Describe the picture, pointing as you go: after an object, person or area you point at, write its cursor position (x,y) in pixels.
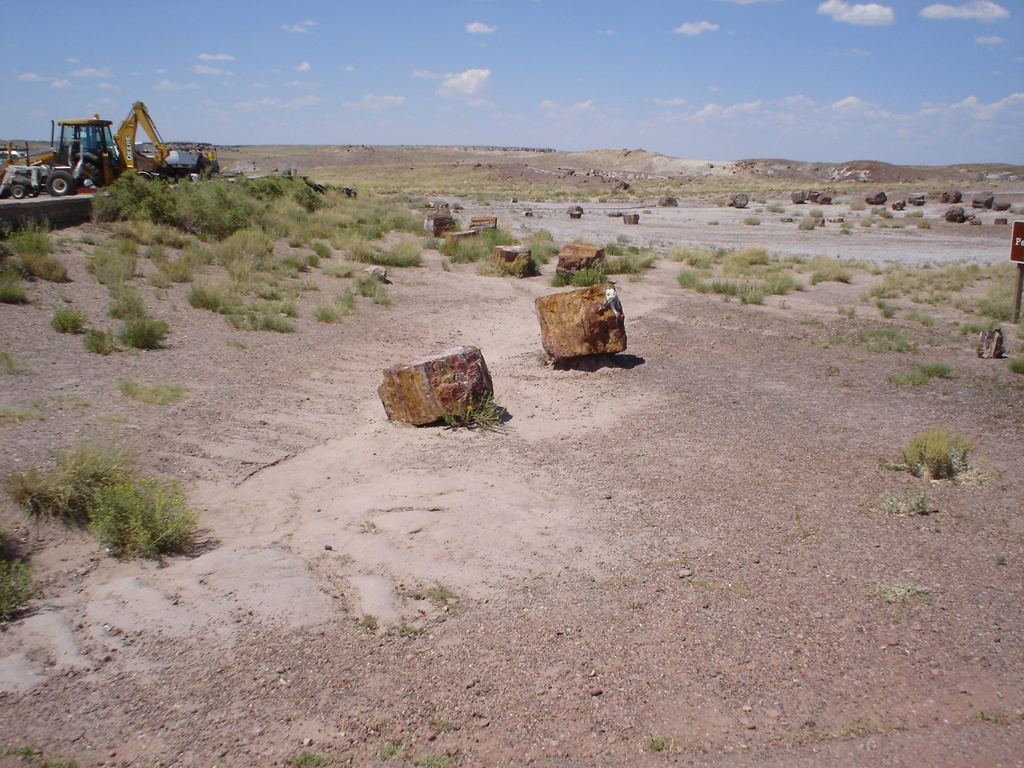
In the picture we can see a rock surface (656,485) on it, we can see some rocks (489,382) and some grass particles (173,189) and far away from it, we can see a stones removing equipment (25,190), vehicle (180,156) and in the background (329,156) we can see some rocks (666,200) on the surface (488,199) and a sky (615,104) with clouds (919,17).
